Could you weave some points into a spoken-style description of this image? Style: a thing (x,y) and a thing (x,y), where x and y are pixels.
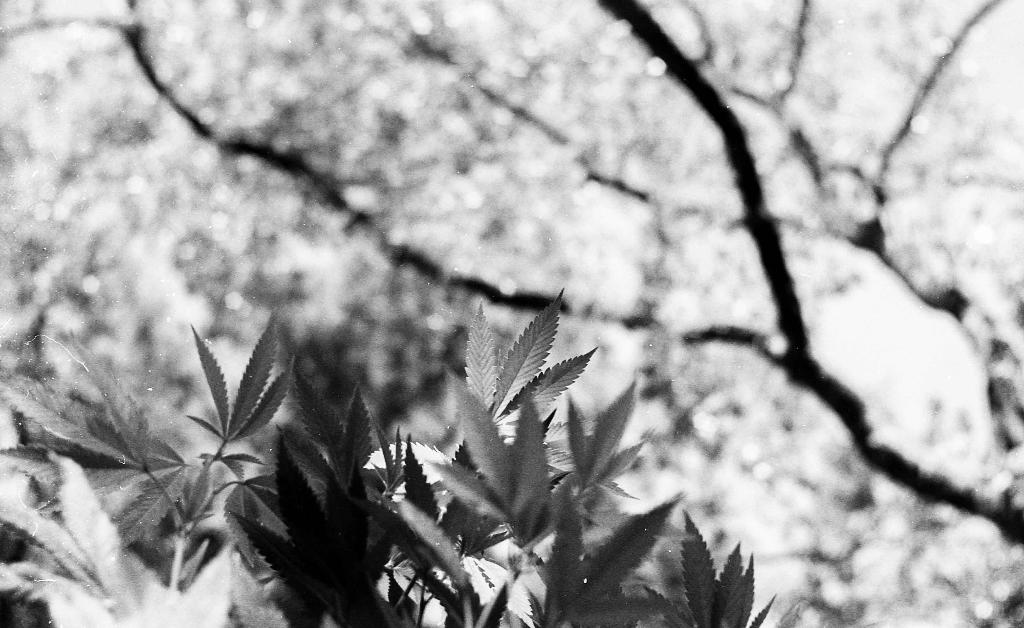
This is a black and white image. This consists of plants (340,568) and trees (333,331).
